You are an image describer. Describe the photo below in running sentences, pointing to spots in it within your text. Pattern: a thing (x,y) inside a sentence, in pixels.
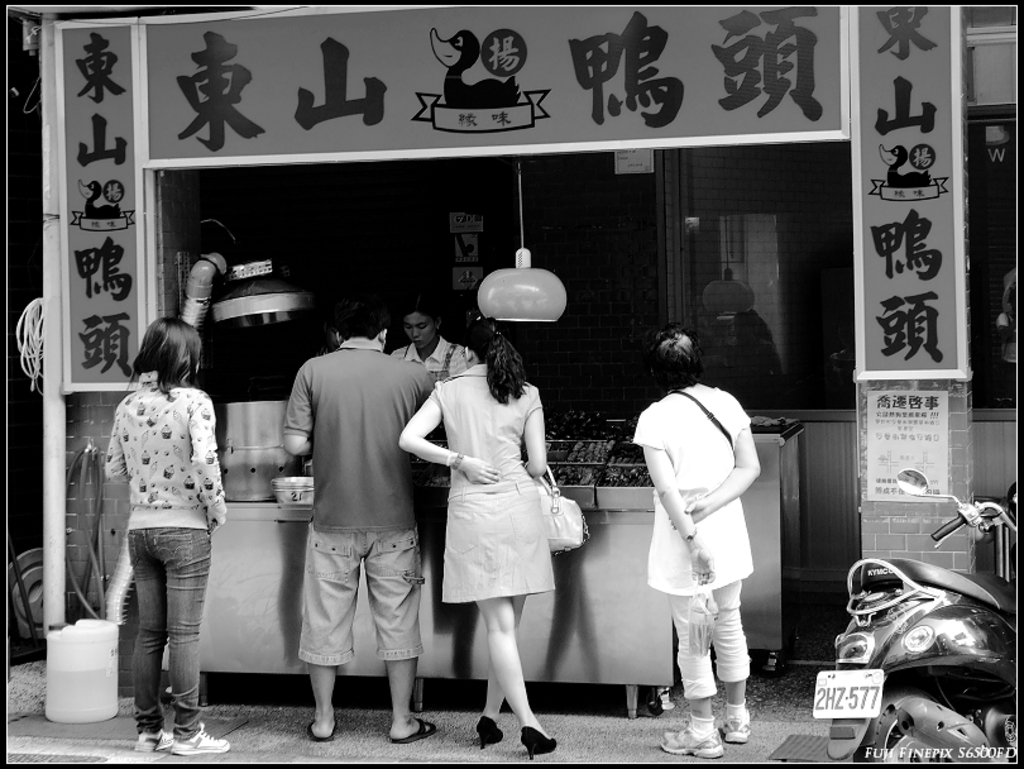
In this image I can see few people (457,512) are standing. In front I can see a store (423,502) and few objects (568,486) inside. I can see a vehicle (832,697) and few objects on the floor (838,622). The image is in black and white.
